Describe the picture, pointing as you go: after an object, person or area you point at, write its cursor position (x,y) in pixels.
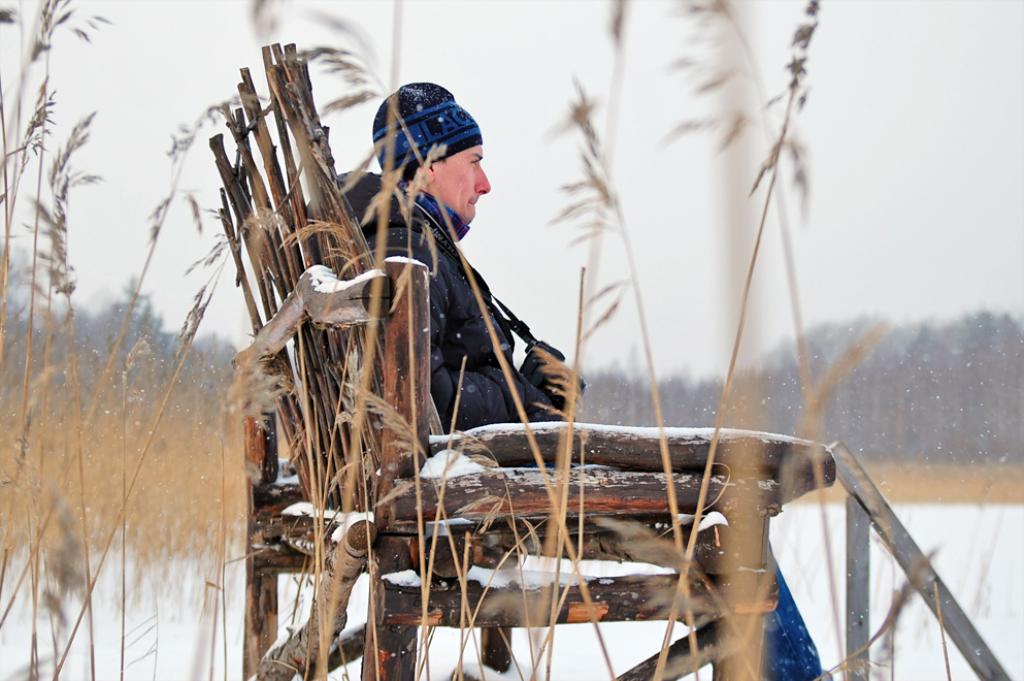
In this picture we can see a man (444,175) wore a jacket (398,240), cap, camera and sitting on a bench (467,477), plants (27,518), snow (454,655), trees (926,457) and in the background (851,194) we can see the sky (807,302).
